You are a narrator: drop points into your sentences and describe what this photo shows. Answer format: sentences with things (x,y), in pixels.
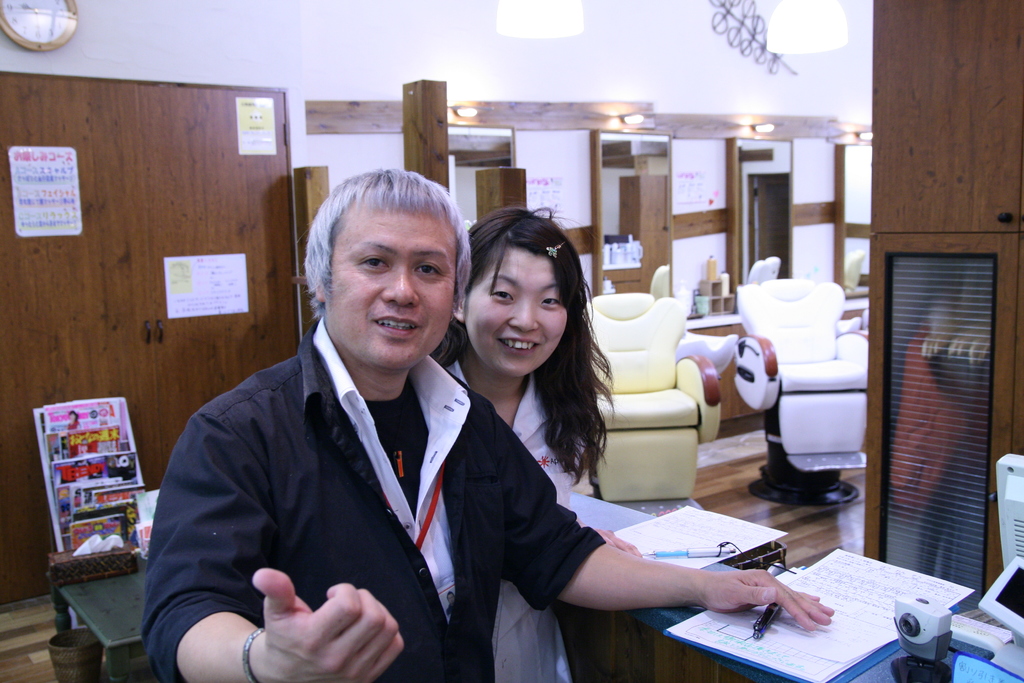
In this picture I can see a man (434,361), woman (480,360) standing in front of the table (690,618), on the table (855,596) few objects (702,563) are placed, behind there are some chairs (630,322), mirrors (611,246) to the wall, some poster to the wooden wall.
